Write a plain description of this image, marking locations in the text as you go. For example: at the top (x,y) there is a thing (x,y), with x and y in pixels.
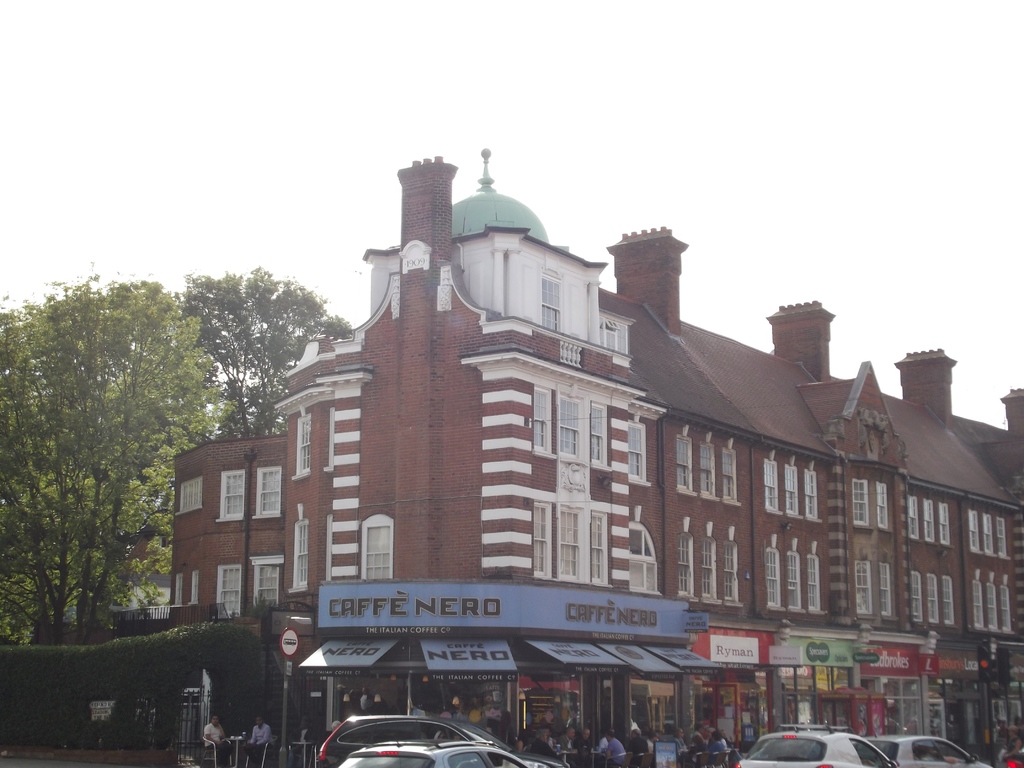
In this picture we can see a building (558,345), in front of the building (459,343) we can find few hoardings (479,627), sign boards (290,653) and vehicles (883,754), and also we can see few people (222,731) are seated on the chairs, in the background (267,432) we can find few trees (208,365).
